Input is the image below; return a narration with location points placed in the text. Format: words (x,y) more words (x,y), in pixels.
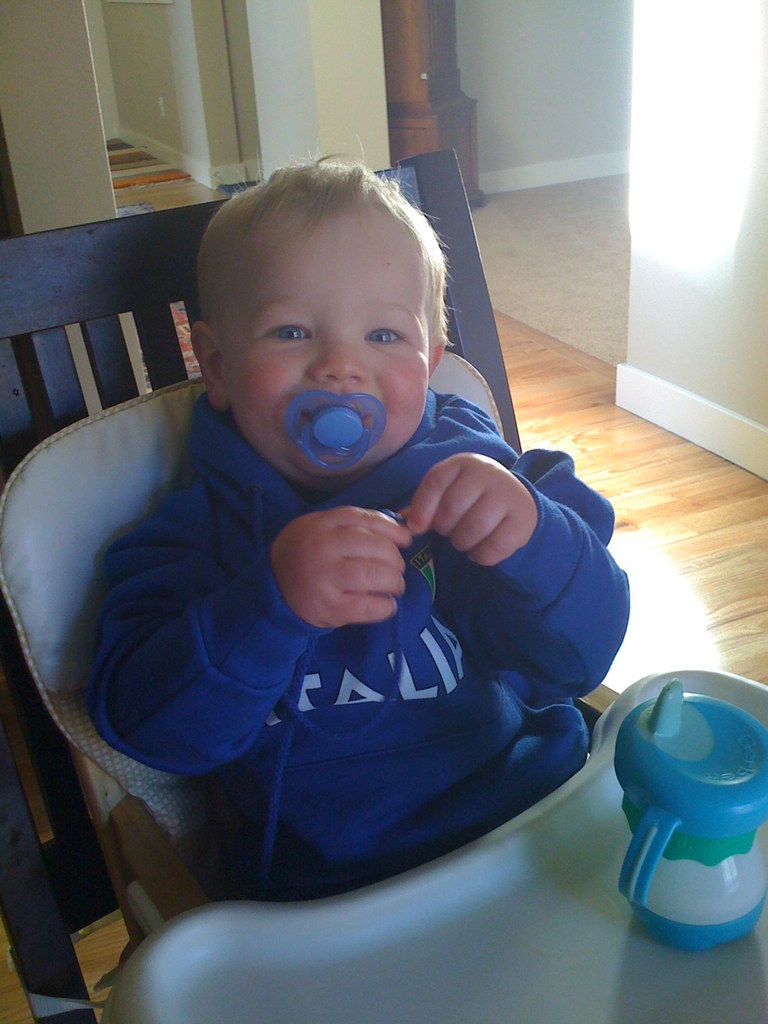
In this picture there is a small boy (370,294) in the center of the image (506,669) on a chair (467,246) and there is a baby water bottle (648,753) in front of him, it seems to be there is a door (394,69) and a pillar (378,80) in the background area of the image (210,131).
